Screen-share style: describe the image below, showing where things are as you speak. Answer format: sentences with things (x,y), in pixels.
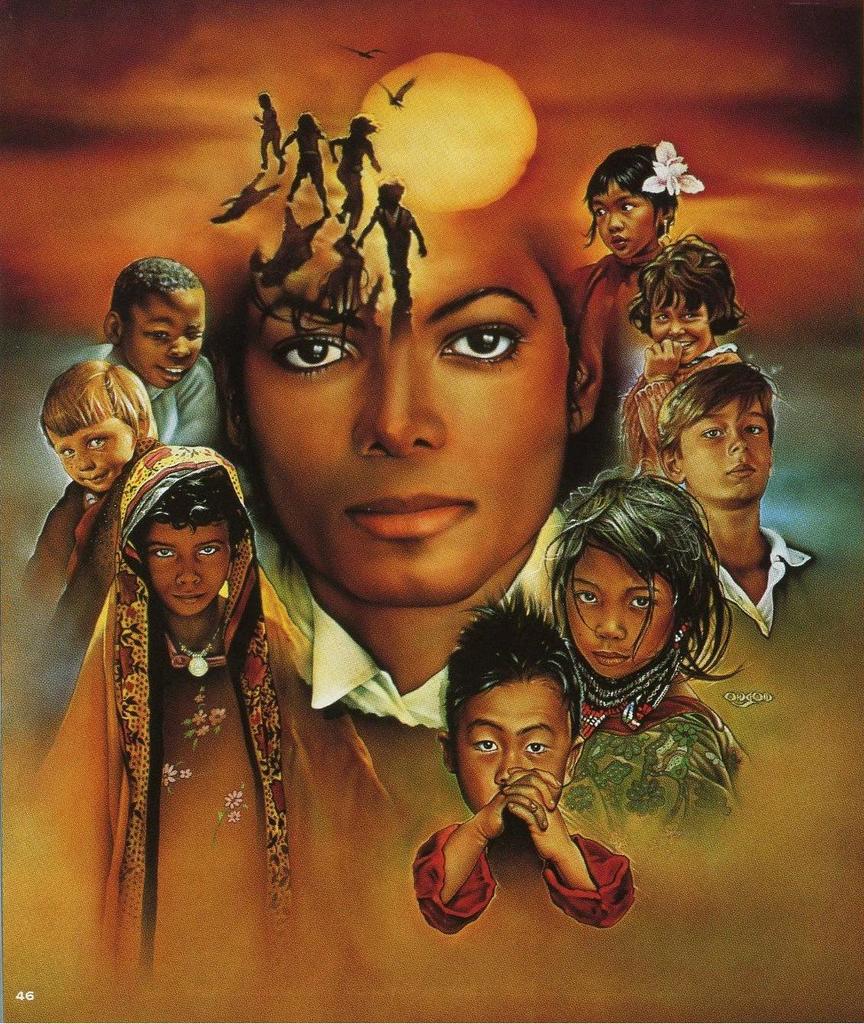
This is an animated image. In the middle of this image (463,409), there is an image of a person's face (259,416). On the top of this image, there are children (264,143) playing. Around this image, there are images of children (261,636). In the background (477,27), there is a moon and there are clouds (110,187) in the sky (560,206).
